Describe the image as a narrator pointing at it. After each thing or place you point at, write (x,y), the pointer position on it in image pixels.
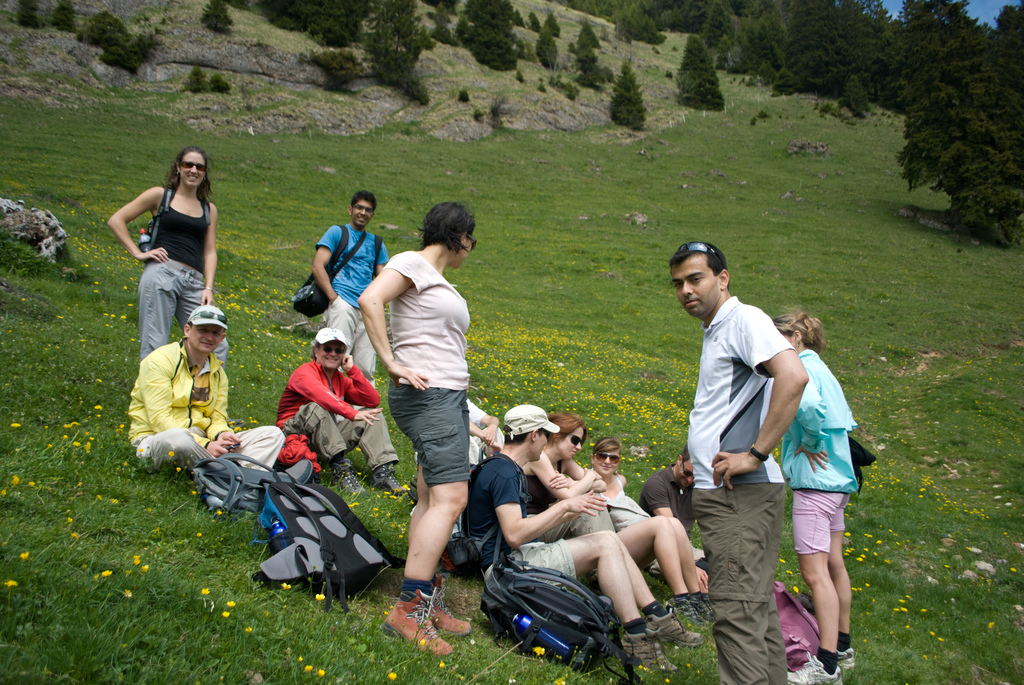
Here we can see bags (312,555), grass (266,661) and flowers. Few people (679,555) are sitting and few people (775,381) are standing. Far there are a number of trees (941,7).
